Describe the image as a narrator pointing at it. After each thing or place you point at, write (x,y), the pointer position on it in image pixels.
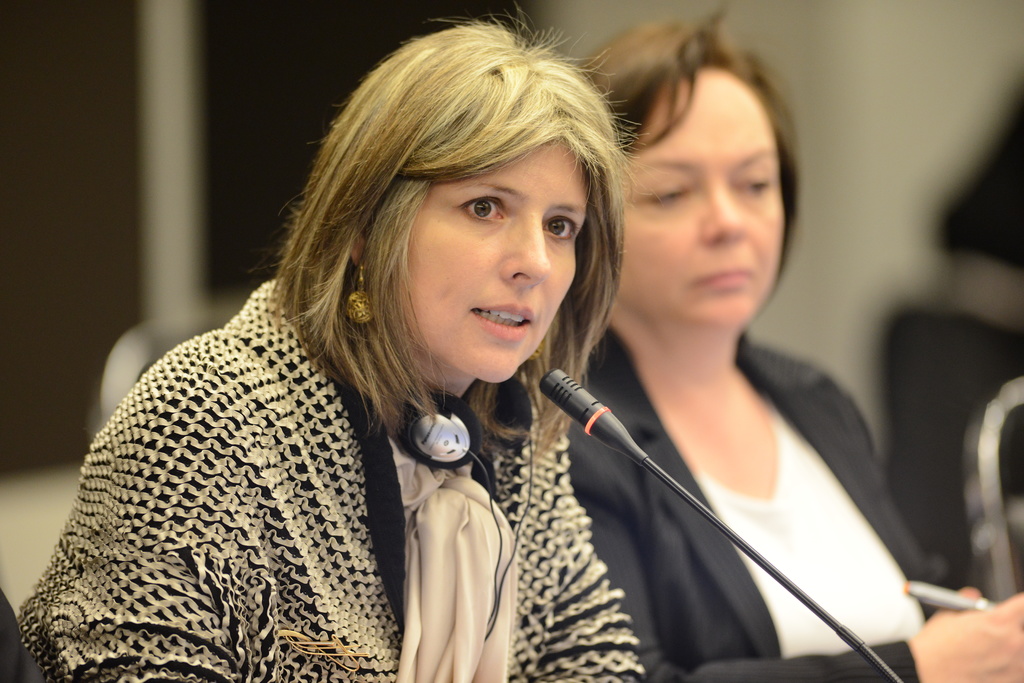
In the picture we can see two women (121,534) are sitting in the chairs (986,484) near the desk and one woman (273,534) is talking into the microphone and behind them we can see a wall (27,341) which is not clearly visible.
